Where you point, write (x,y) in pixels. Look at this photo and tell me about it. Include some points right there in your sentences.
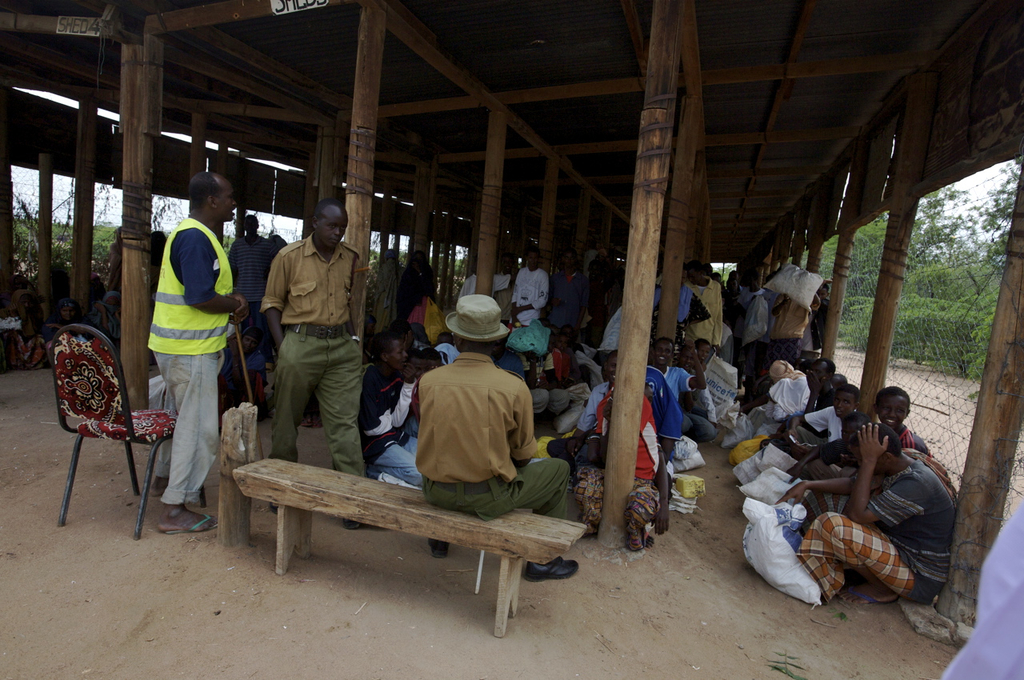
there are many people (417,338) in this image, few (807,424) are sitting and few (253,245) are standing. a person (513,505) at the front (371,512) is sitting on the bench (345,499). next to him there is a chair (91,379). at the most right and left there is a fencing (925,316) and behind that there are trees (942,258).
